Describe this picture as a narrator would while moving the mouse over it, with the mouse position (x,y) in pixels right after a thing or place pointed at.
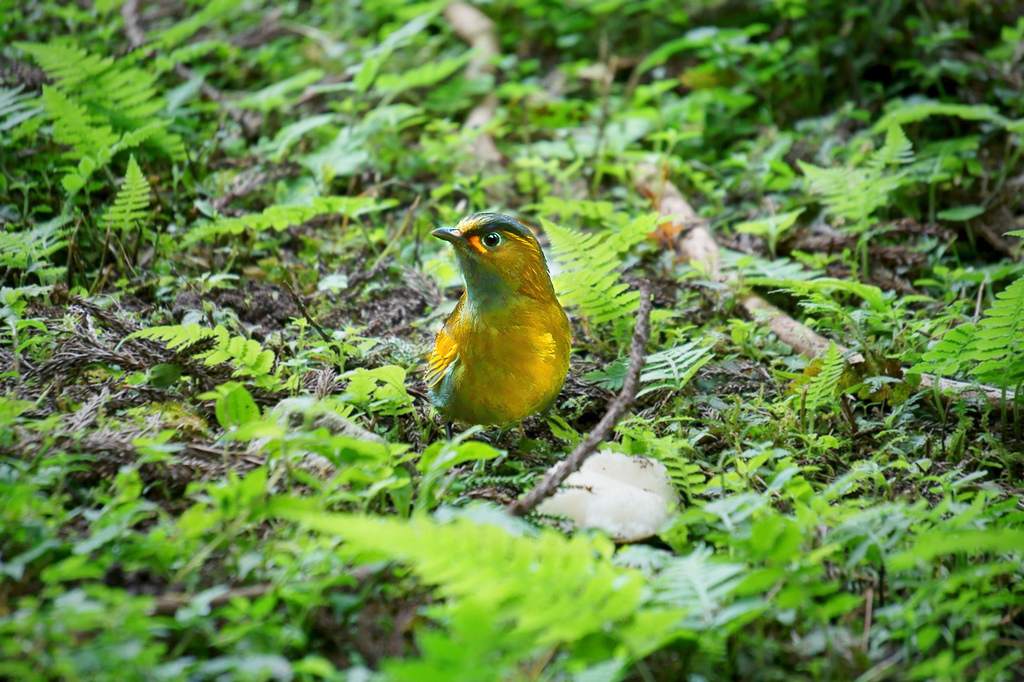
In this image there is a bird (466,424) on the ground (452,501). on the ground (472,576) there are plants (615,247).
